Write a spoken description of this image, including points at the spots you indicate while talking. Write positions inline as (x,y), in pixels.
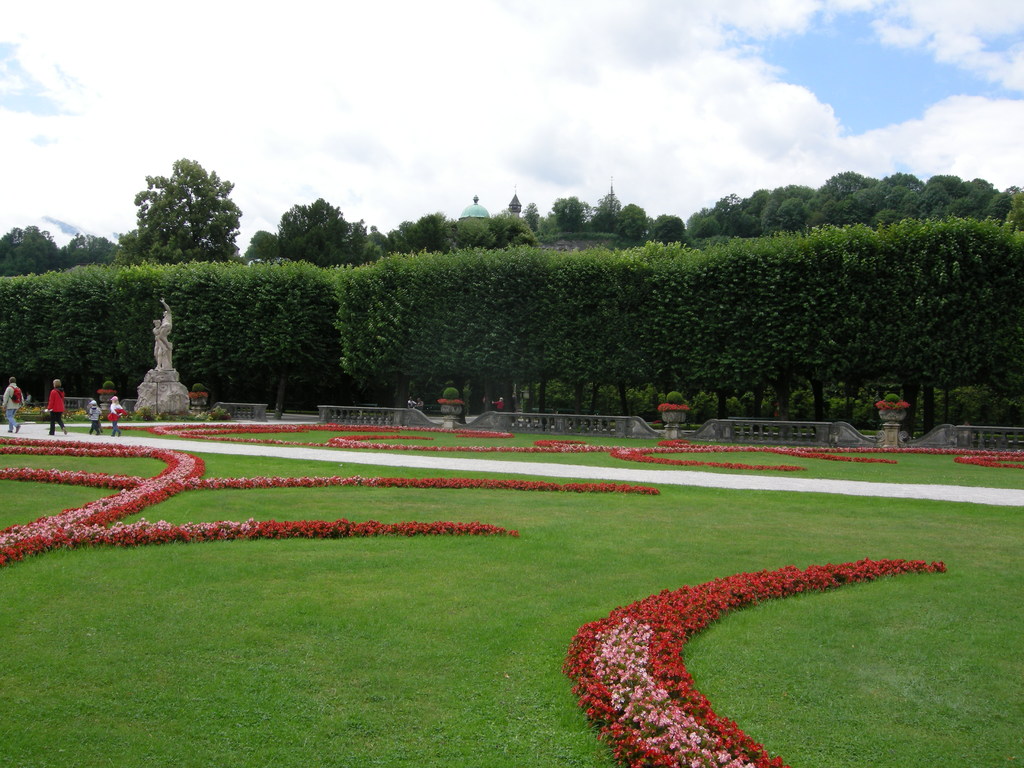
In this picture I can see there is grass (560,457) on the floor (223,446) and there are red and pink colored flowers (725,754), there are few trees (571,293) in the backdrop (396,250) and it looks like there is a building (476,196) and the sky (312,122) is cloudy.
